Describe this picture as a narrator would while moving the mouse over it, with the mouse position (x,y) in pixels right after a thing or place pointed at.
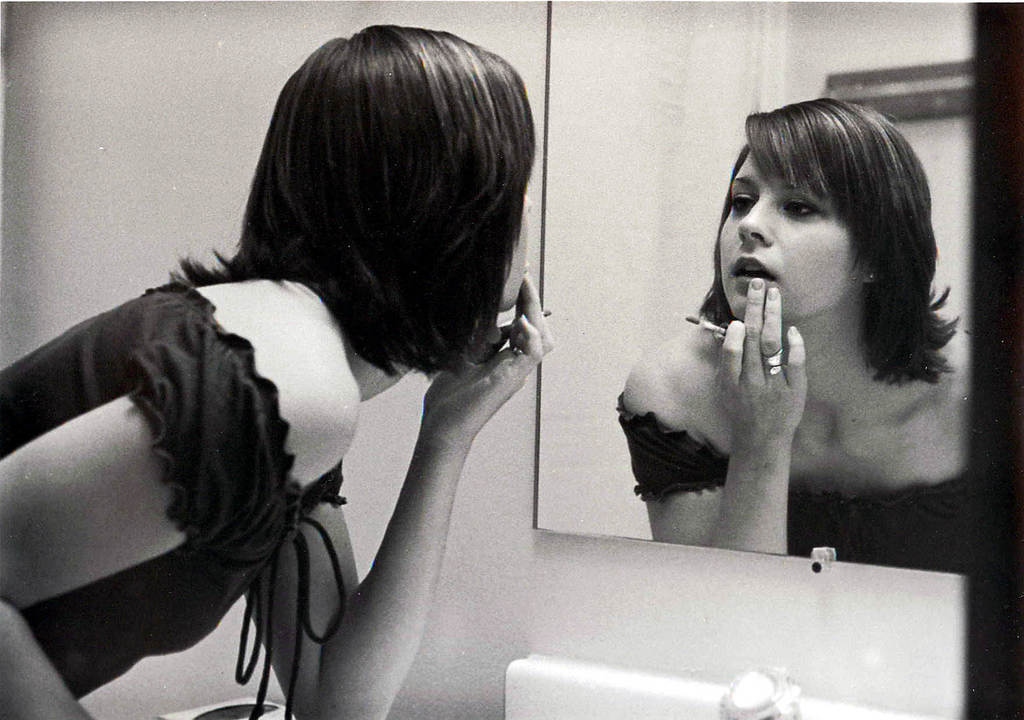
In this picture I can see a woman (267,558) and a mirror (757,361) on the wall (393,493) and I can see reflection (767,175) of this woman (443,213) on the mirror (900,288) and looks like a wash basin (573,695) at the bottom of the picture (560,702).
